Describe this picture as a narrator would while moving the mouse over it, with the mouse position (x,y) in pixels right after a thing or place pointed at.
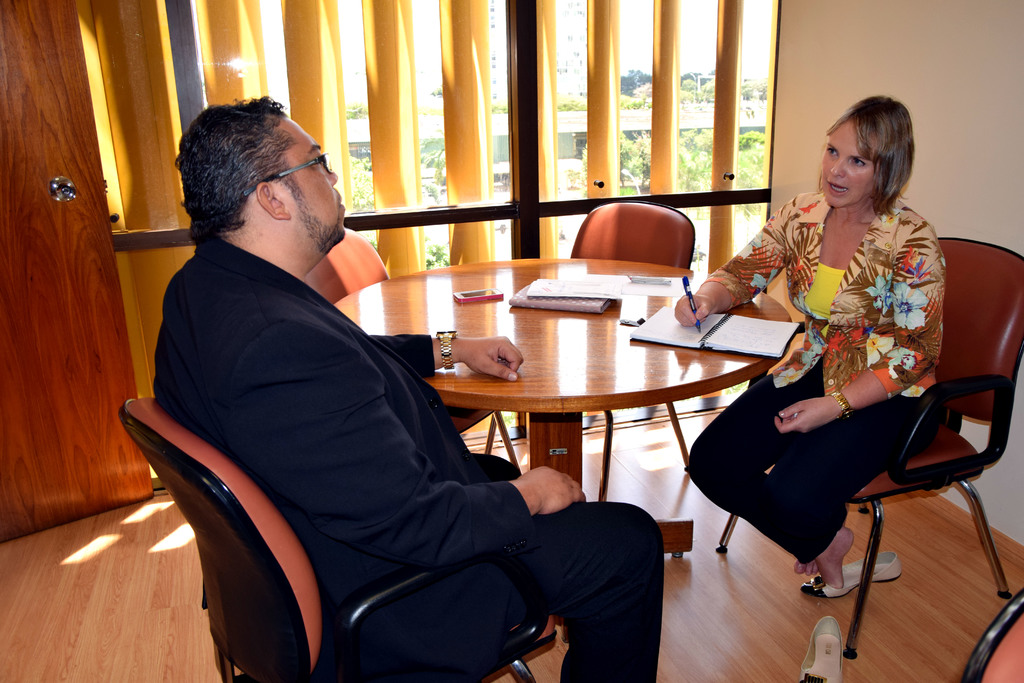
In this image there are 2 persons (403,379) sitting on a chair (946,379) having a conversation with each other a woman (819,336) is holding a pen (693,298) and is writing on a book (716,340). There is a round table (589,364) here on this table (581,356) there are some papers (581,296). In the background (526,148) we can see a window (523,134), trees (680,150) outside the window (695,157), the door (75,167) behind this man (221,274).
